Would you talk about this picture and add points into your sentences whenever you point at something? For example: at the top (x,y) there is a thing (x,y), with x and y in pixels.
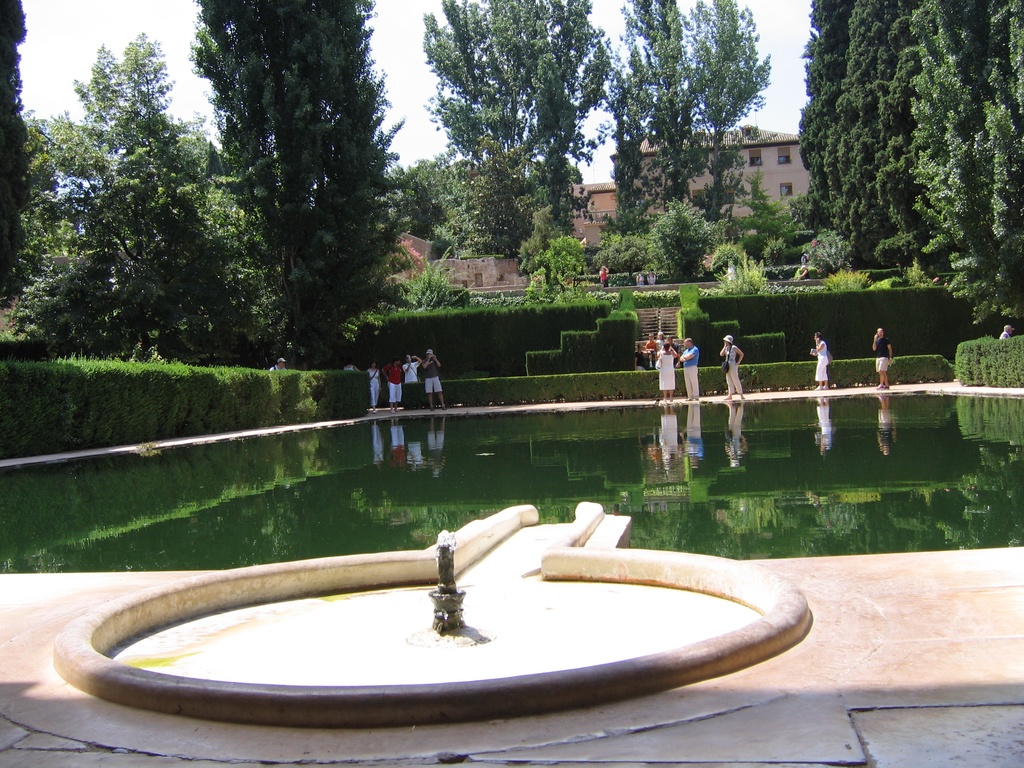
In this image I can see water (417,432) in the centre (460,461) and I can also see number of people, bushes (601,375) and number of trees (457,250). In the background (595,198) I can see few buildings (417,257) and the sky (400,27).
